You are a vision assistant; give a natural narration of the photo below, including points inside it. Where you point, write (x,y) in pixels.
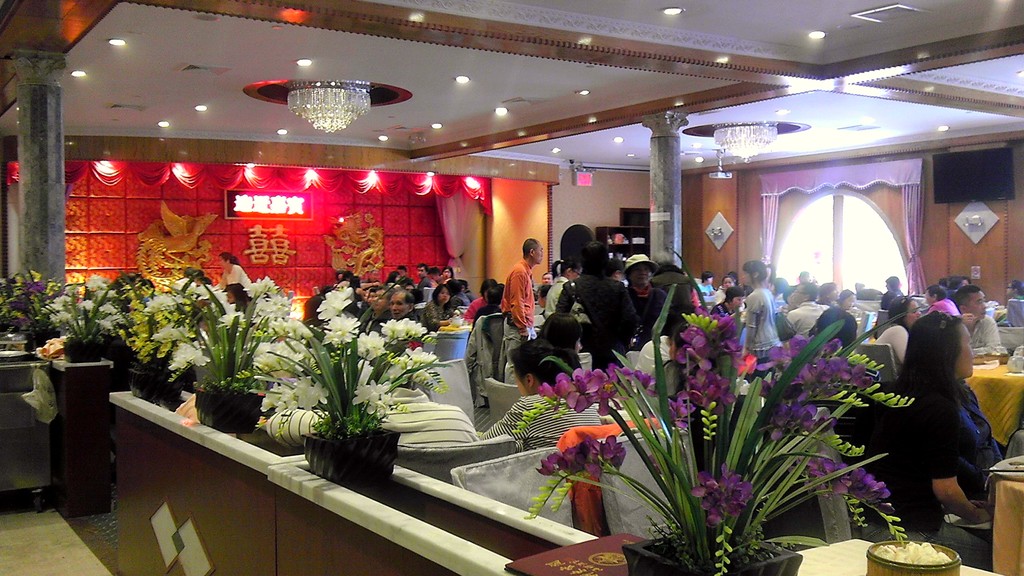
In this image I can see the flower pots (319,457). I can these flowers (344,401) are in purple and white color. To the side of the flower pots (377,436) I can see the group of people (599,323) with different color dresses (587,329). I can see few people (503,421) are standing and few people (547,346) are sitting. In the background (259,248) I can see the decorative objects (260,230), screen (287,216) and the curtains (776,224). I can see many lights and the chandelier lights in the top (595,121).
